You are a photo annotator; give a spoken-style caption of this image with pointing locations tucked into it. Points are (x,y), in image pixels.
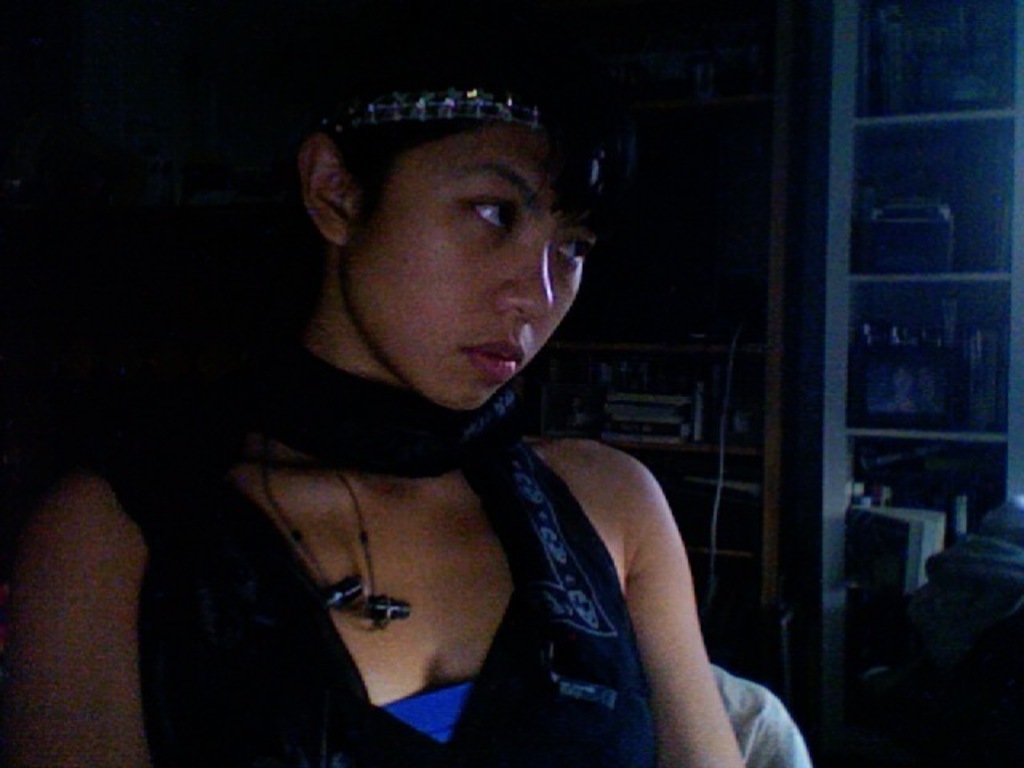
This is a person (470,630) sitting. In the background (699,415), I can see few objects (891,50), which are placed in the racks (894,282).
